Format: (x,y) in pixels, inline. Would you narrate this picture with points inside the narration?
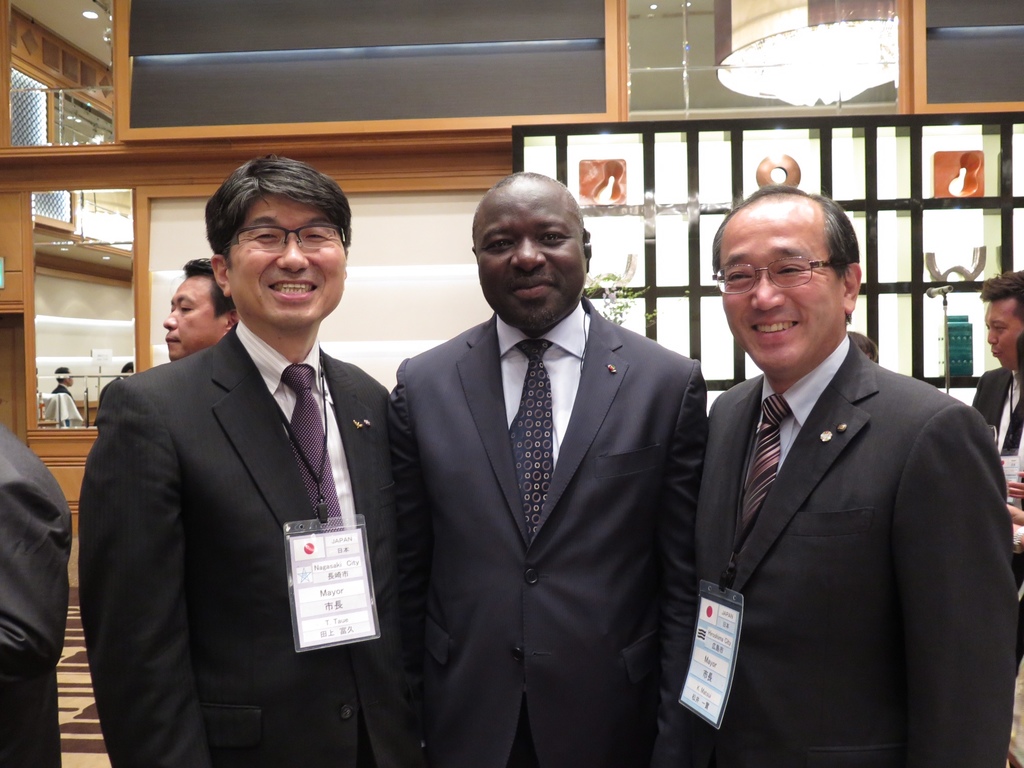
This is an inside view. Here I can see three men (197,522) wearing black color suits (220,529), standing, smiling and giving pose for the picture. In the background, I can see some more people (14,587) are standing. At the top (158,104) there is a wall (404,137) and a glass (664,97).
